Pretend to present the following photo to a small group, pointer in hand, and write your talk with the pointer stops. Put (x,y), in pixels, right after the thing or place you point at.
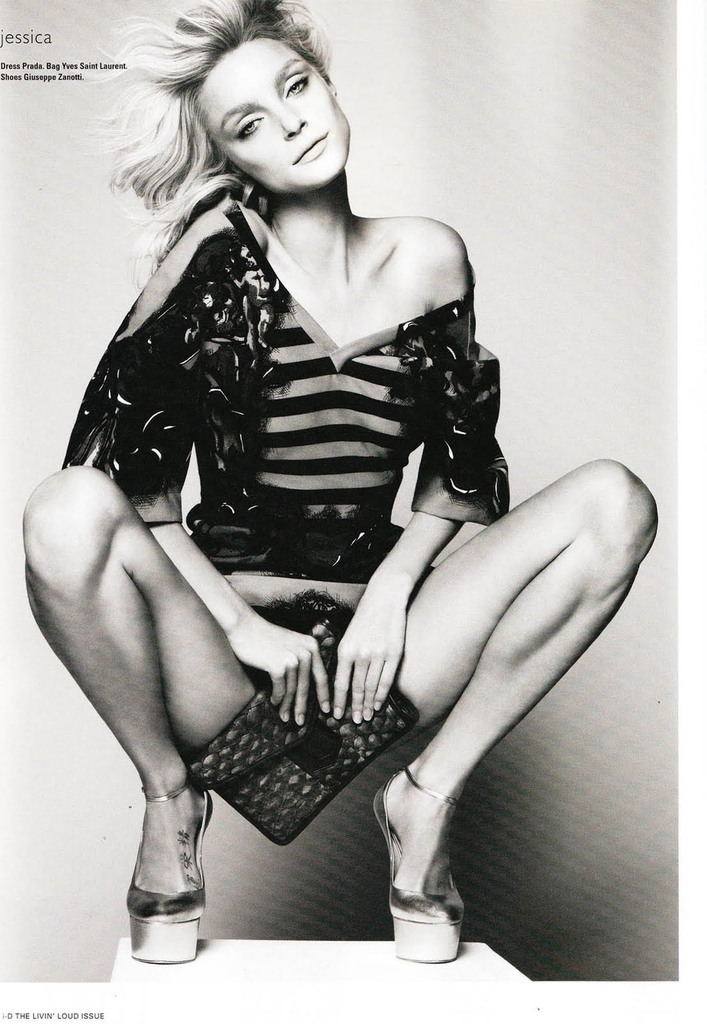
It is a black and white image. In this image, we can see a woman (338,497) is holding a clutch (320,767) and watching. On the left side of the image (23,64), we can see some text (62,69).
